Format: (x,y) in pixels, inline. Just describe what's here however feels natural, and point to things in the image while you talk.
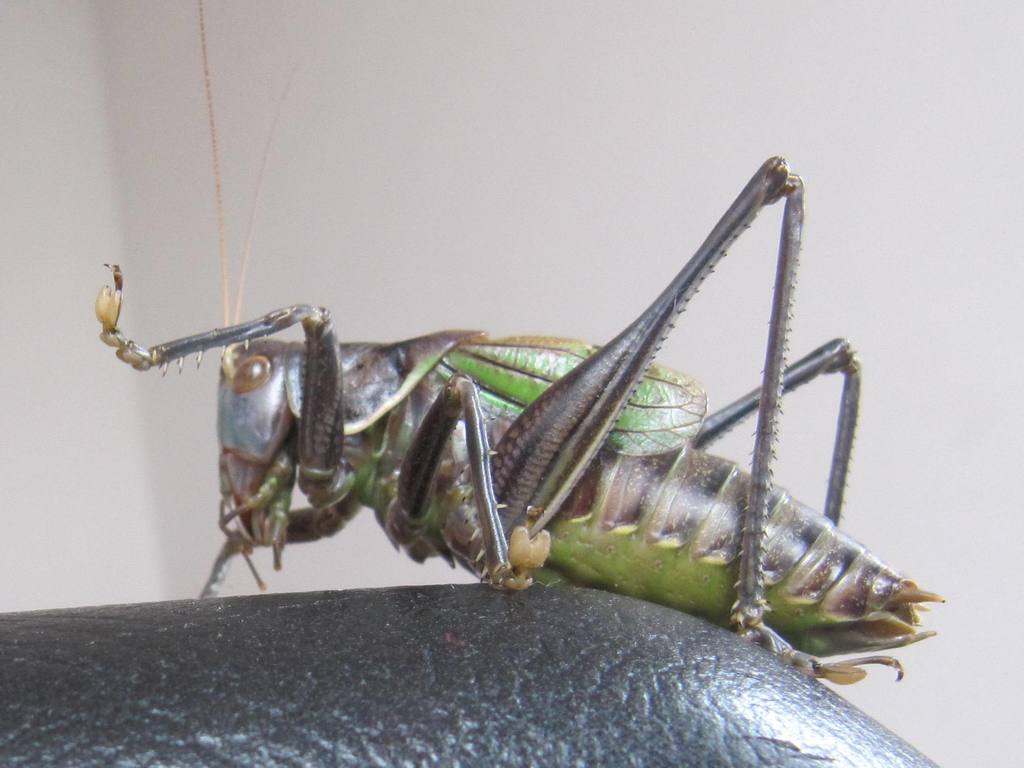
In the center of the image (607,488) we can see insect (749,498) on table (377,668). In the background (310,117) there is wall (297,113).
